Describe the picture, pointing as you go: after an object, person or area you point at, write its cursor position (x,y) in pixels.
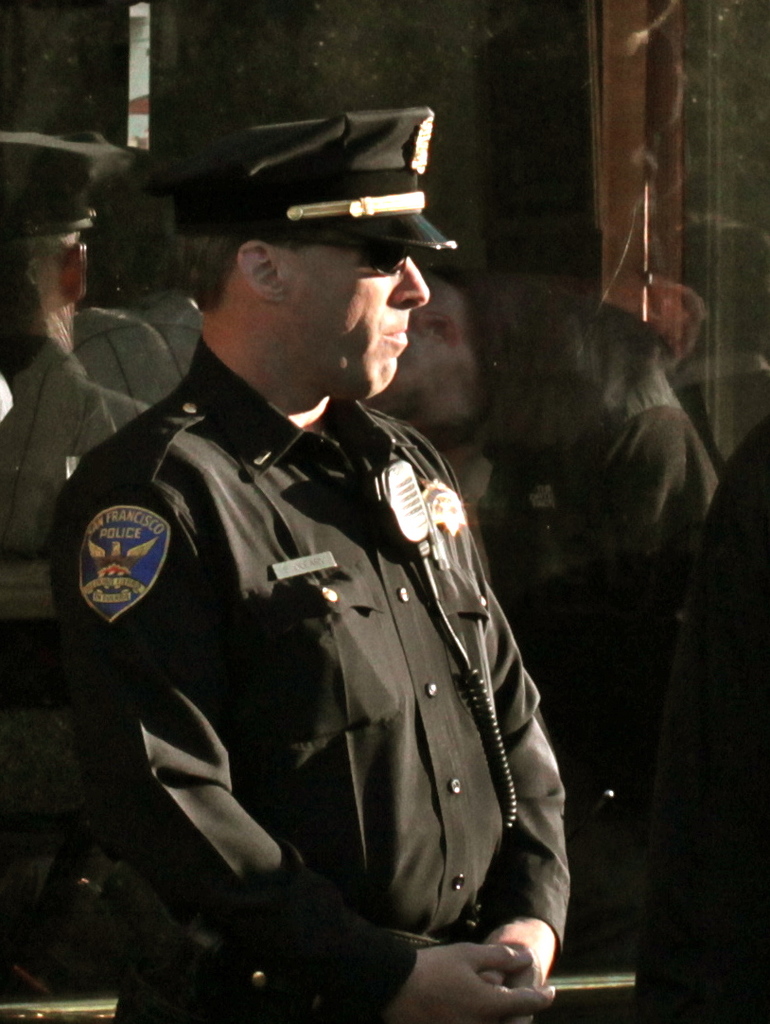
In the center of this picture (334,400) there is a person (357,517) wearing a uniform (249,652) and standing. In the background (571,413) there is a glass (125,243) and we can see the reflection (634,325) of some persons (611,382) on the glass (485,149).
